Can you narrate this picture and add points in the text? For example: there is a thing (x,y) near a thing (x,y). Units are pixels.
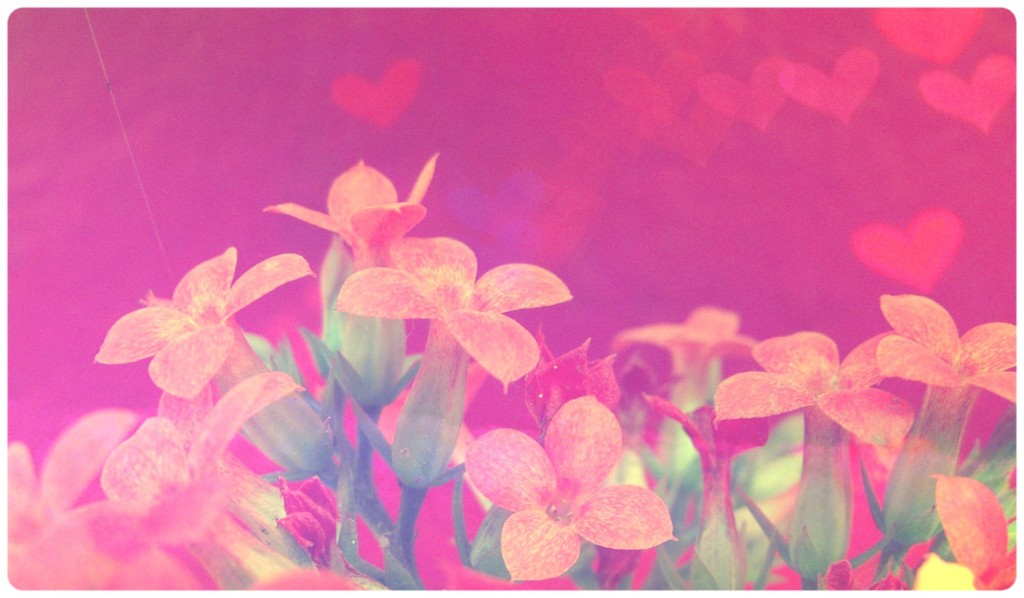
This is edited image, we can see flowers (596,391). In the background (637,397) it is pink.
